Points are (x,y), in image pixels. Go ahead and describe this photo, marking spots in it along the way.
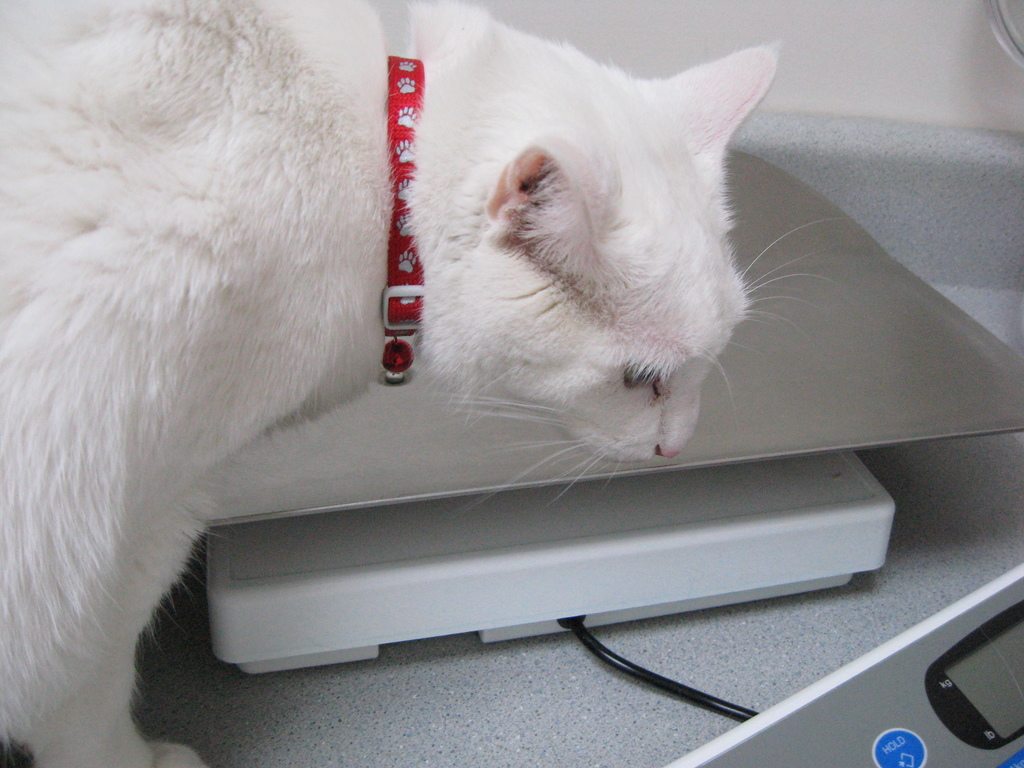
Here in this picture we can see a white colored cat (203,180) present on the counter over there and in front of that we can see some electronic machines (535,528) present and we can see a belt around its neck (358,303) over there.
